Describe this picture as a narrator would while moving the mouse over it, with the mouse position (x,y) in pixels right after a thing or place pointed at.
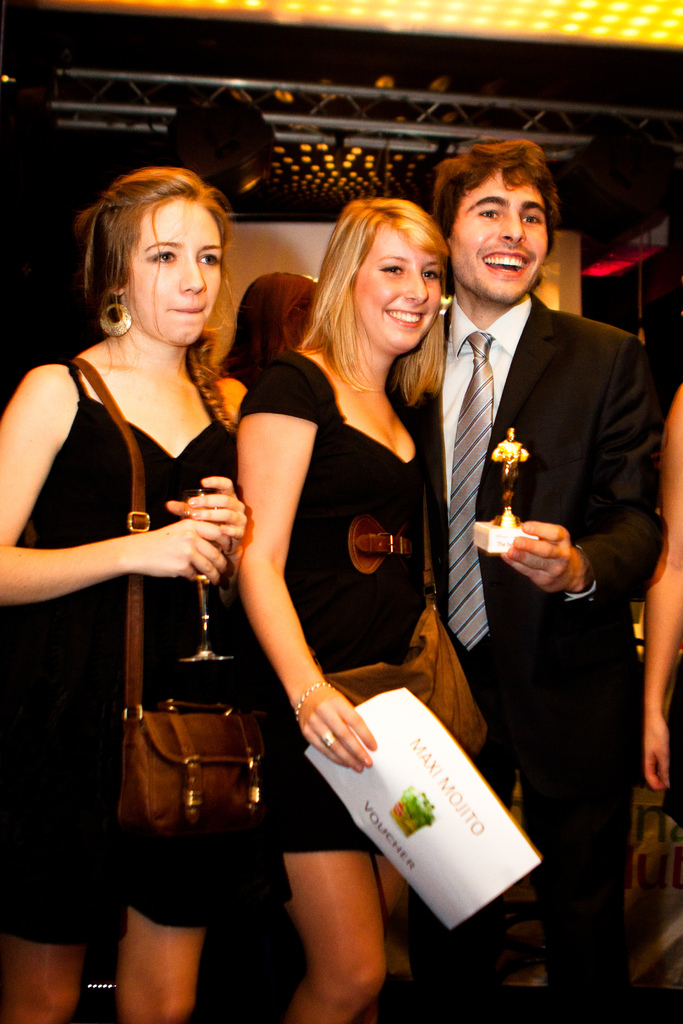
As we can see in the image there are three people (635,476) standing in the front (480,497). The women (184,486) in the left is wearing black color dress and brown color handbag (179,797). The women (394,278) in the middle (367,464) is wearing black color dress (340,580) and holding a paper (381,771). the man (589,423) on the right side (540,438) is wearing black color jacket (558,368).
